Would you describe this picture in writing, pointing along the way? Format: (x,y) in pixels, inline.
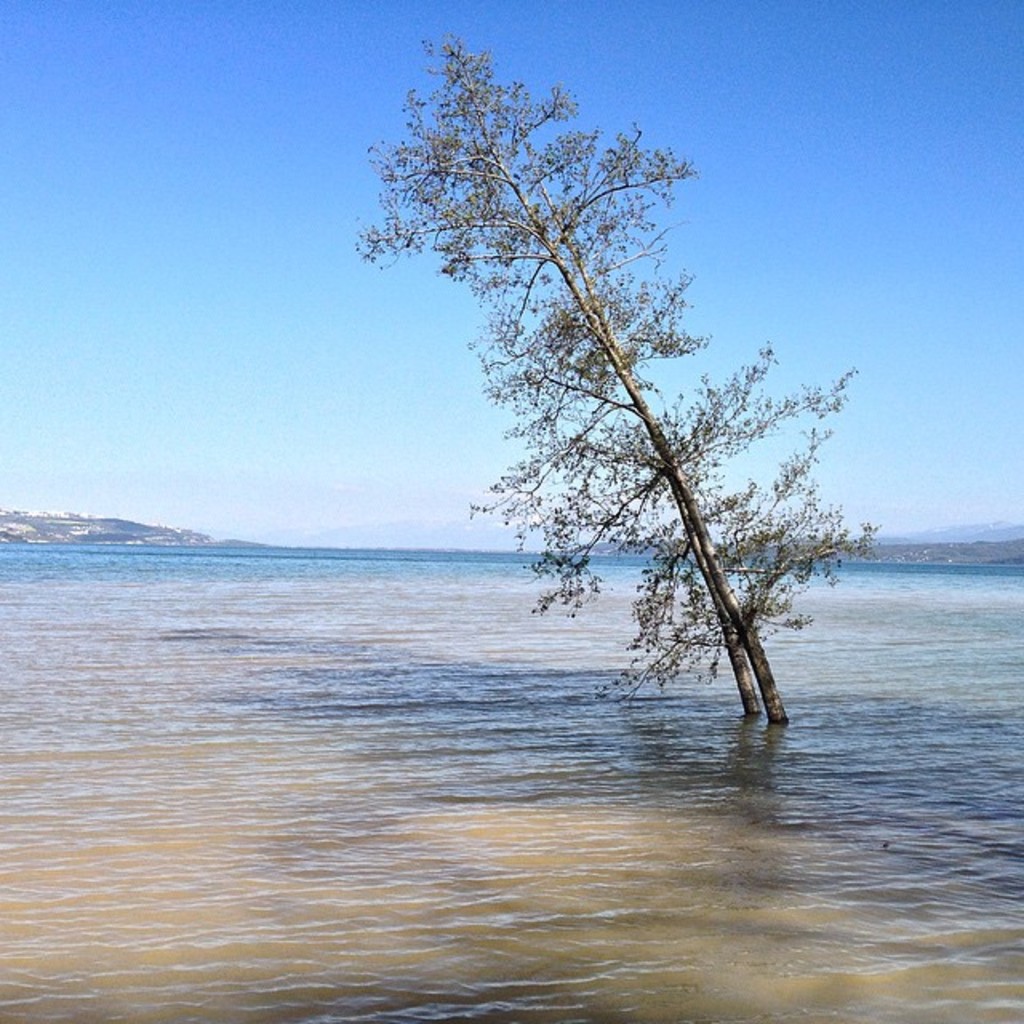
In this image we can see trees (685,541) in water (755,784). In the background (1019,555), we can see mountains (999,551) and the sky (180,325).
